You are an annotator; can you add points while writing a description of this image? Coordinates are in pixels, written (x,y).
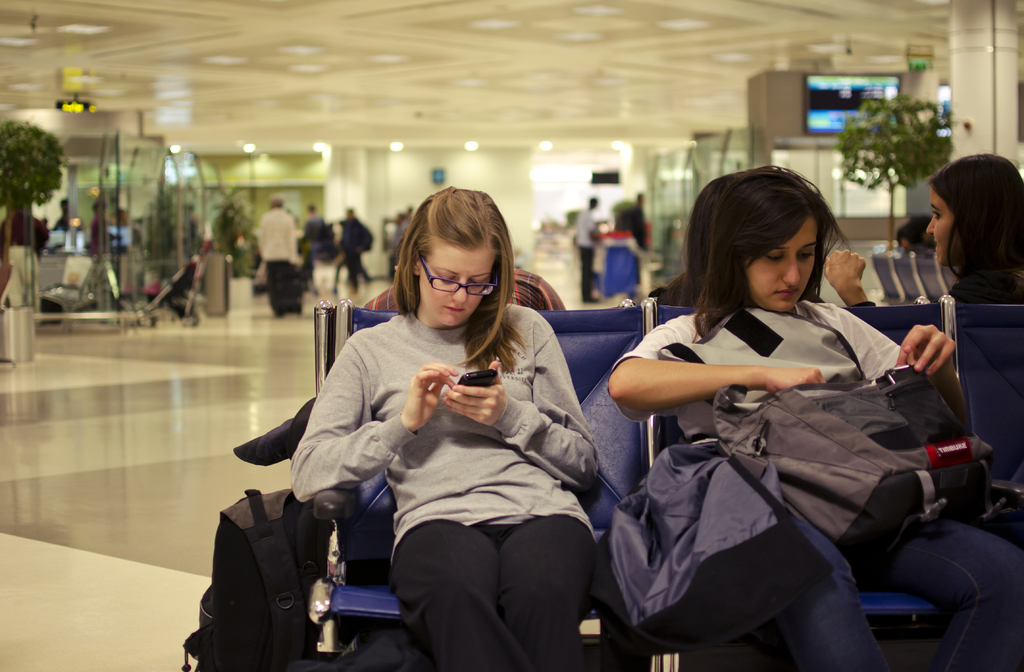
In this image I can see group of people (317,474) sitting. In front (490,430) the person (442,499) is wearing grey and black color dress (445,433) and holding the mobile (488,370). Background (645,225) I can see few persons (584,216) walking, trees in green color. I can also see two screens (861,81), lights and the wall (502,174) is in white color.
